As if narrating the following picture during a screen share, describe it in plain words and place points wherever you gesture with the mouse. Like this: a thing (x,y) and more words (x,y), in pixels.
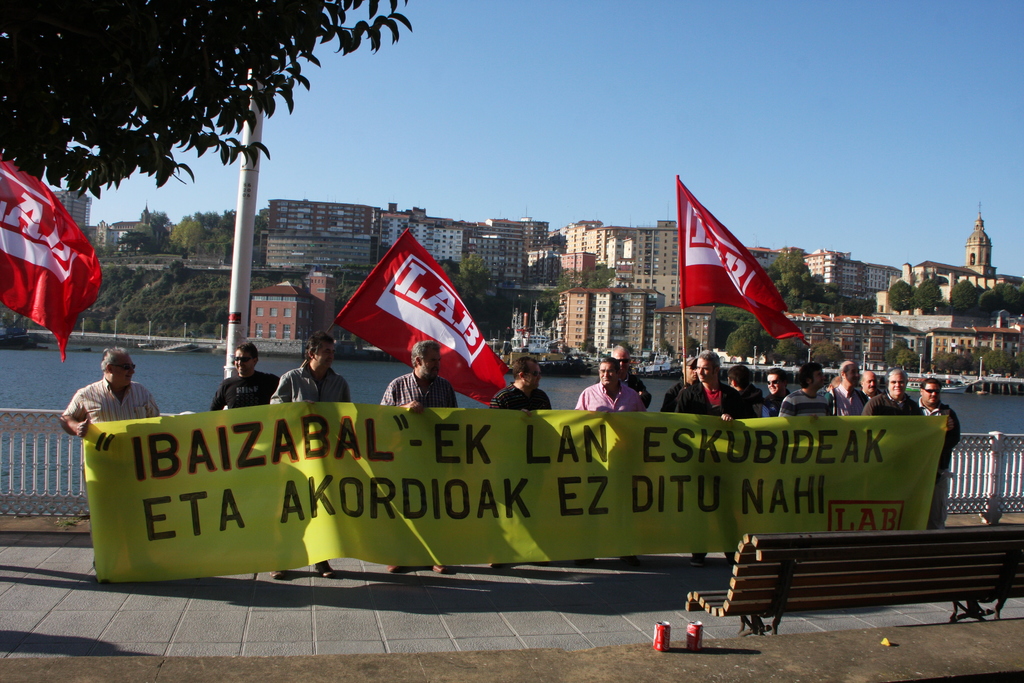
In this picture we can see a group of people (953,430) standing and holding a banner (373,443) with their hands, bench (1002,533), tins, flags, water (91,366), buildings (599,288) and in the background (851,155) we can see the sky (712,180).
